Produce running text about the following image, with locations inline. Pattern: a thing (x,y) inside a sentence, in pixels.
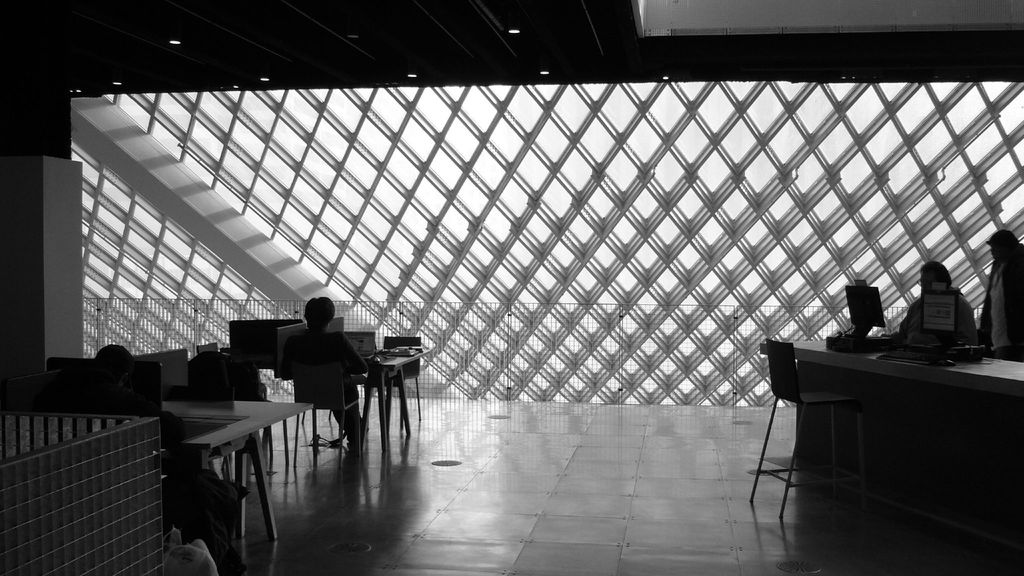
This image is taken from inside. In this image we can see there are a few tables (221,435) and chairs (207,390) are arranged, there are a few people (356,373) sitting on the chairs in front of the table (368,363). On the right side of the image (879,362) there are two people (966,341) standing in front of the table (847,354) with monitors (869,320) and some other objects (881,346) on top of it. In the background (709,171) there is a wall (230,176) with glass (329,227). At the top of the image (478,34) there is a ceiling (446,39) with lights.
